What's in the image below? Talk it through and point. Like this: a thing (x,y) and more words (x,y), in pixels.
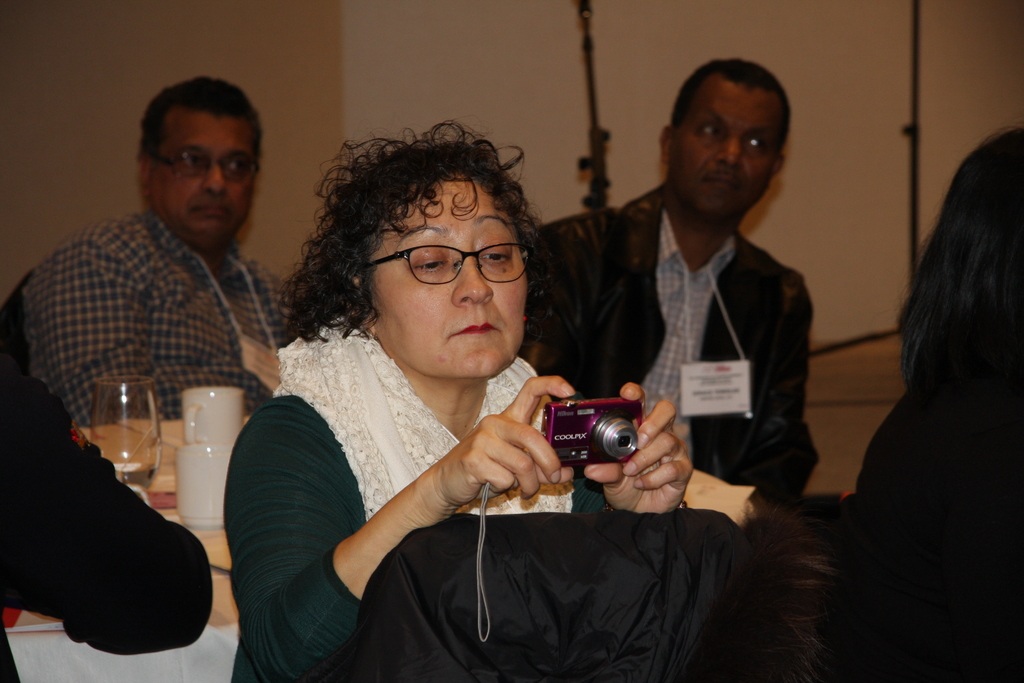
In this image I can see group of people (402,162) sitting, in front (327,511) the person (282,518) is wearing green color dress (340,511) and holding a camera (565,462). Background (139,466) I can see few glasses (124,466) on the table (167,466) and the wall (350,76) is in cream color.
